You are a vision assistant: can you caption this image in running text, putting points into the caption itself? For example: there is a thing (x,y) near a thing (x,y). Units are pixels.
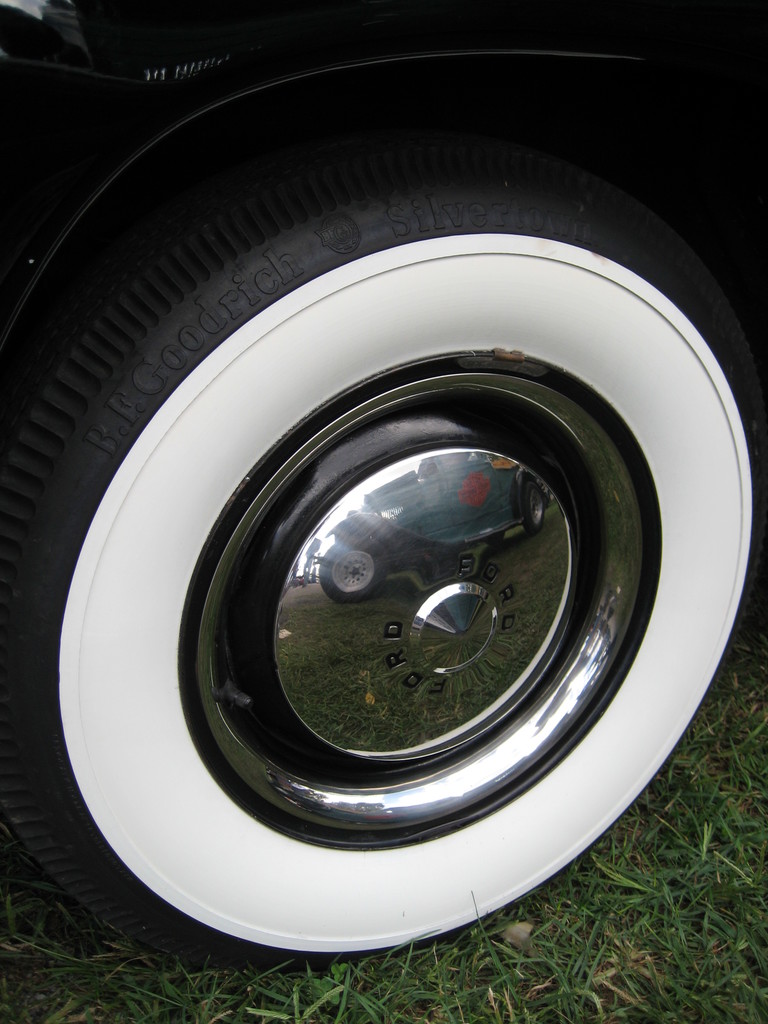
In this image we can see the wheel (387,374) of a motor vehicle (413,563).
